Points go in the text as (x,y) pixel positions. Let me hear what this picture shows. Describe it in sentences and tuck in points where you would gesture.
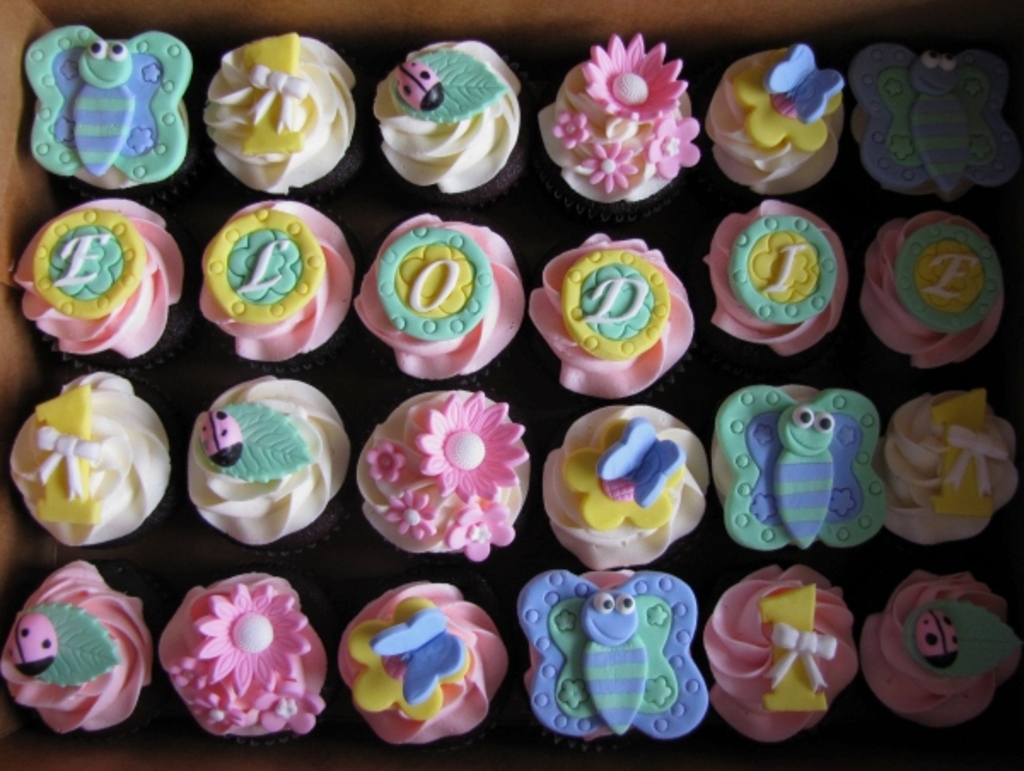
In this image I can see few cupcakes (413,502) in the cardboard box (373,23) and the cakes (591,510) are in multi color.
